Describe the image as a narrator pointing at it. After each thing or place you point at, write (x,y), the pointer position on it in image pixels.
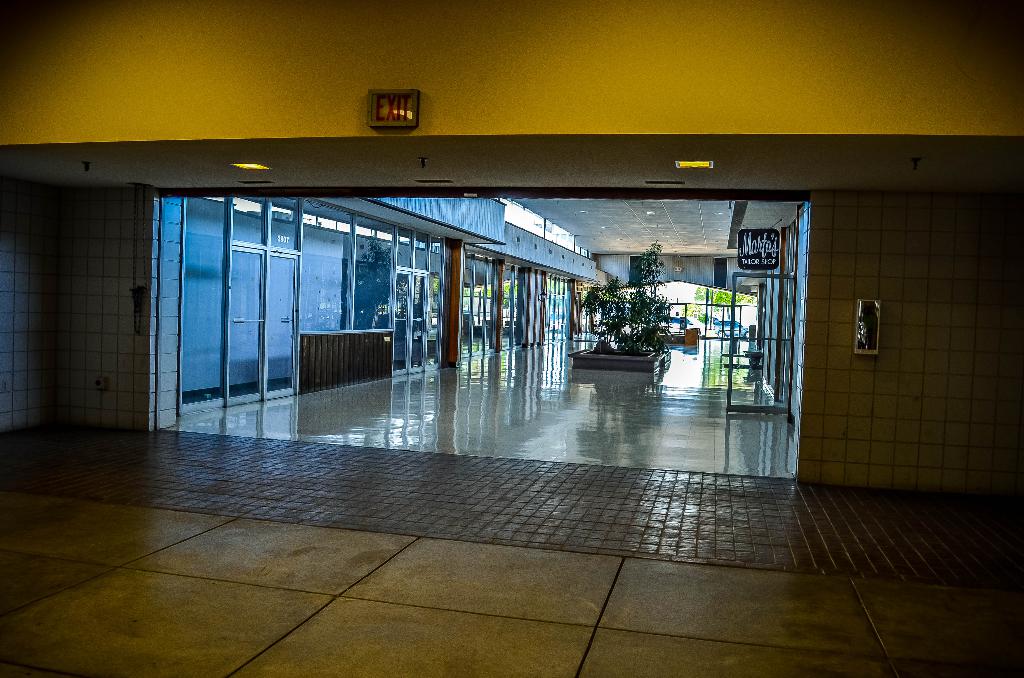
In this picture I can see the inside view of a building (341,222), there are glass doors (707,309), plants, boards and there is a vehicle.
